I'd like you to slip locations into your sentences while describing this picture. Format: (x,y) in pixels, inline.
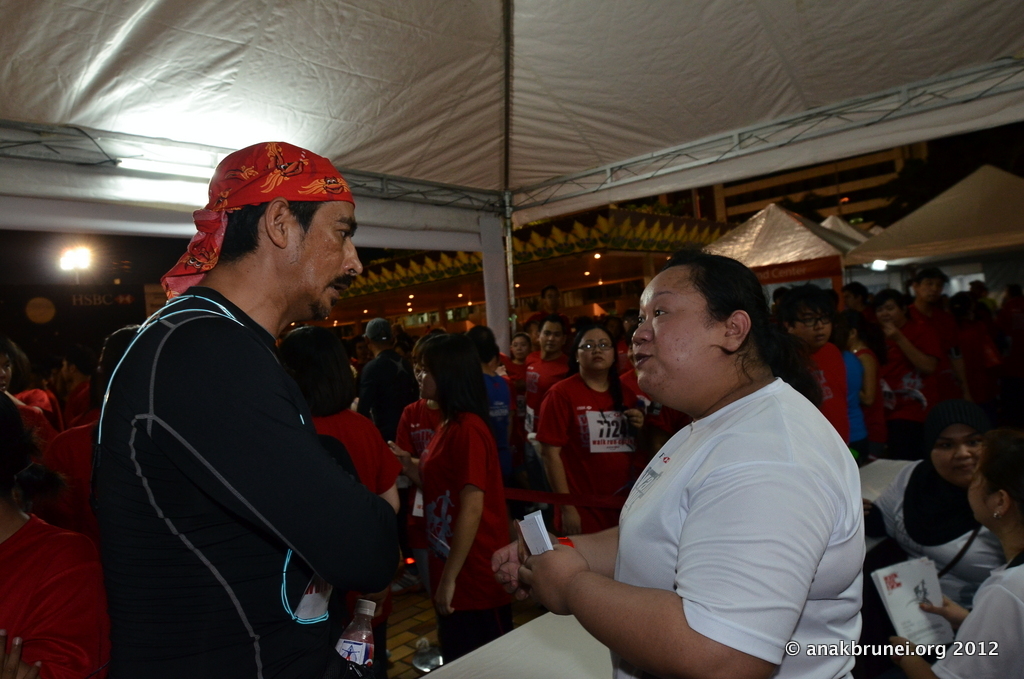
In this image we can see a few people (718,489), two of them are holding papers (881,582), there is a bottle (342,648), a tent (658,173), houses (629,260), lights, also we can see a board (105,305) with some text (105,305) on it.
